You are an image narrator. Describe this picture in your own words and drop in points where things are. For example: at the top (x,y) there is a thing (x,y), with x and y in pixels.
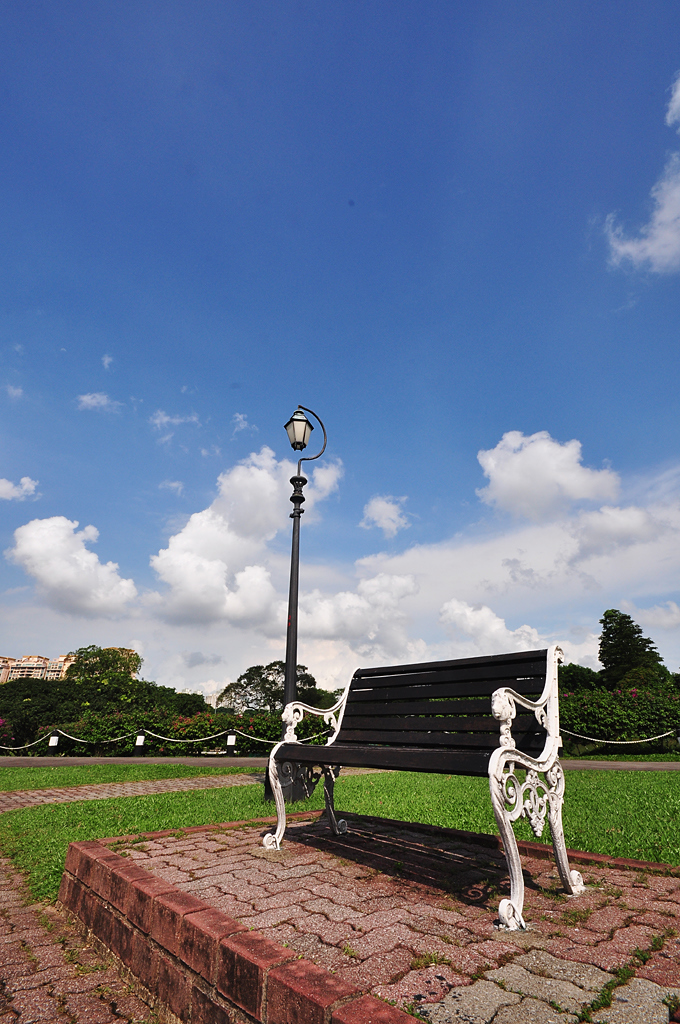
In this image I can see there is a bench (367,749), pole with lamp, there is some grass (17,837), walkway (15,955) and there are trees (166,714) in the background (126,705), there is a building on the left side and the sky (226,163) is cloudy.
